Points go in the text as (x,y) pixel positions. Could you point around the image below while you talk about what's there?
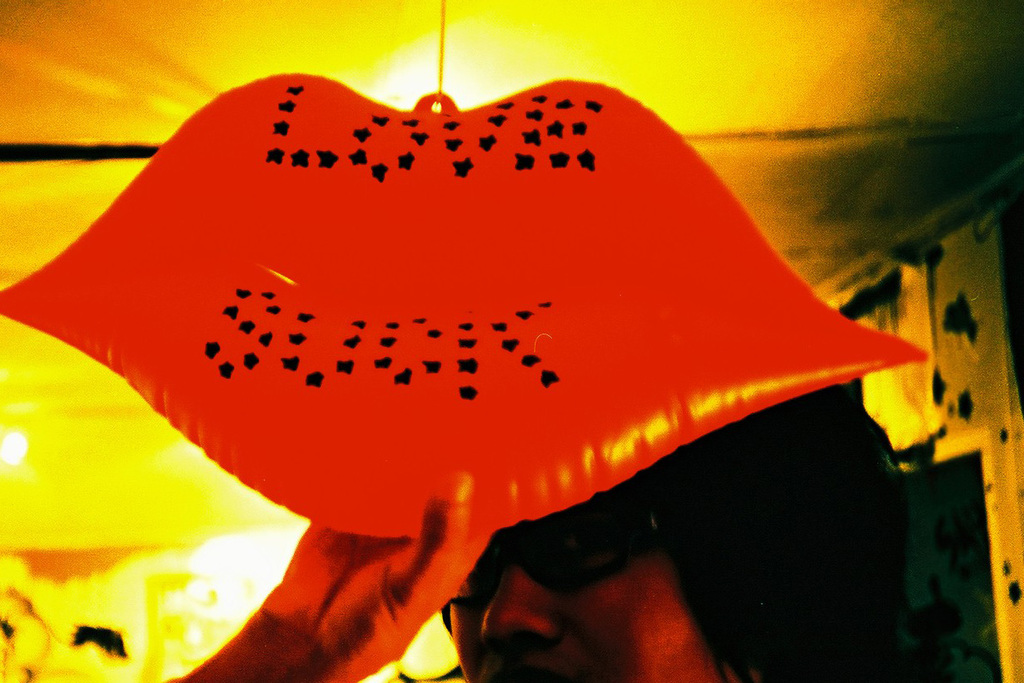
In this picture we can see a woman (413,563) wore a spectacle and holding an object (371,516) with her hand (455,583) and in the background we can see lights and it is blur.
